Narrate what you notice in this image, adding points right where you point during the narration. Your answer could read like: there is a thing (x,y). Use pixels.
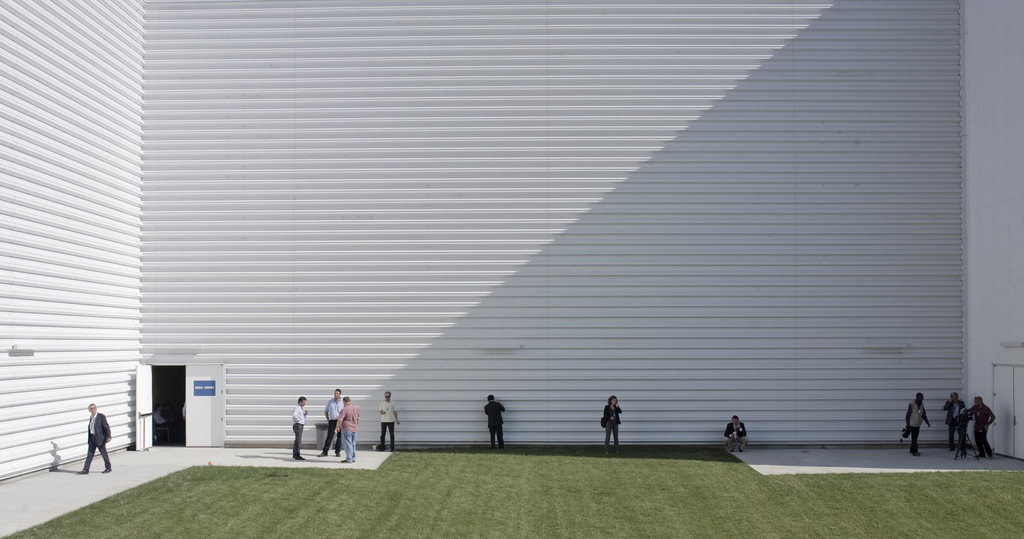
At the bottom of the image (983,417) we can see persons (984,435), grass (239,536), door (145,405). In the background (566,134) there is a wall (438,236).
